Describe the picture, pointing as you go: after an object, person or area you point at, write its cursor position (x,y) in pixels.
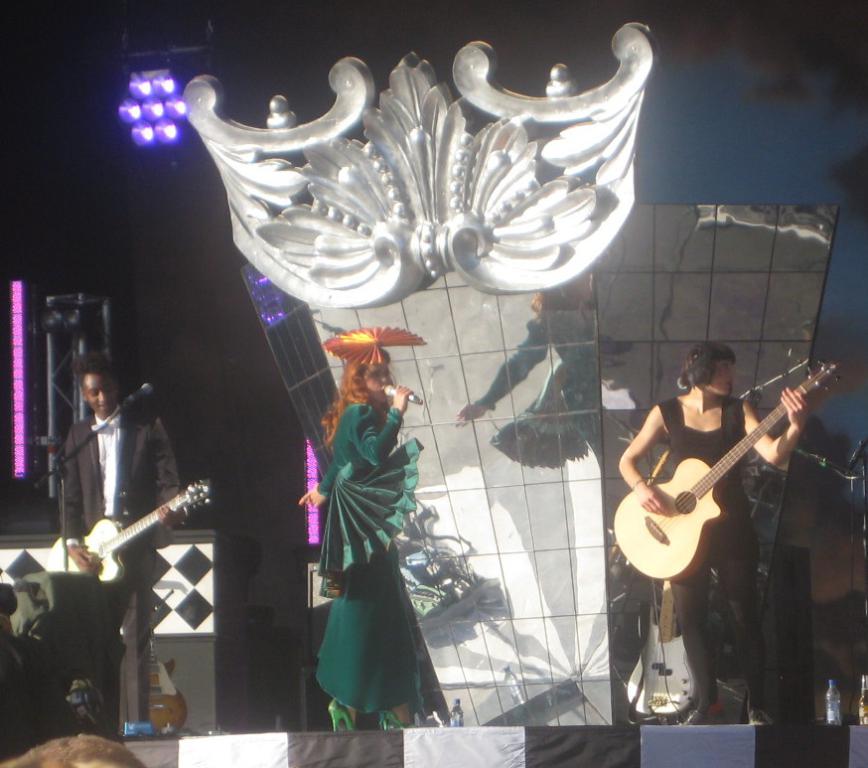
In this image there are three persons (333,607) standing on the stage (557,745) and two are playing musical instrument (108,542). At the background (471,302) there is frame (266,136) and a light (147,110).
